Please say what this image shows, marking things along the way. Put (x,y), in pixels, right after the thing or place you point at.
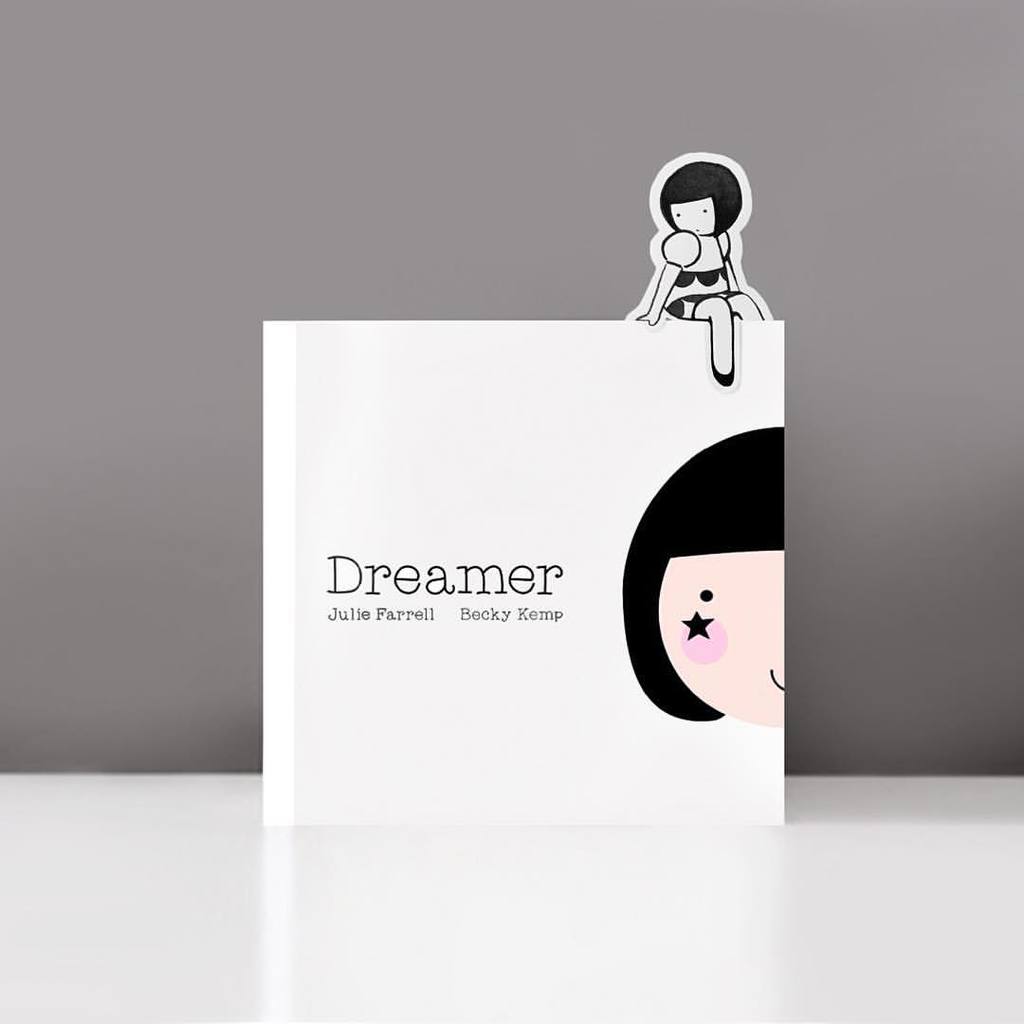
In this image in the front (471,563) there is a text (415,578) written on the image and on the top of the text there is an animated image (715,235).
